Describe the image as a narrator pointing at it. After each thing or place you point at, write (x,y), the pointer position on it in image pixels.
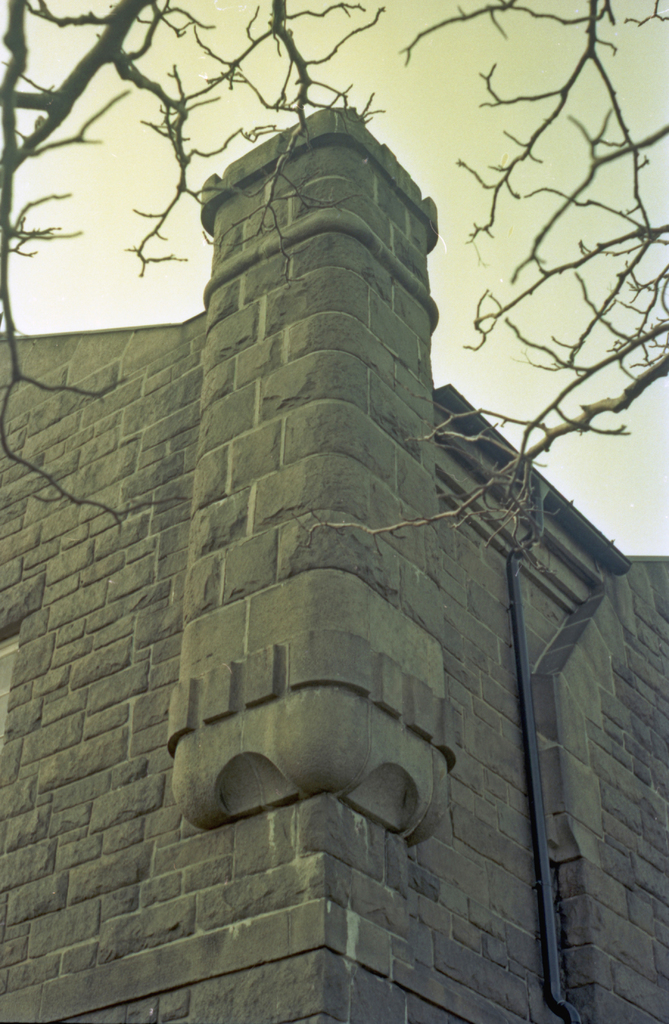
In this image we can see a pipe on the wall (448,685), branches (177,79) of a tree (177,112) and sky (640,159).
